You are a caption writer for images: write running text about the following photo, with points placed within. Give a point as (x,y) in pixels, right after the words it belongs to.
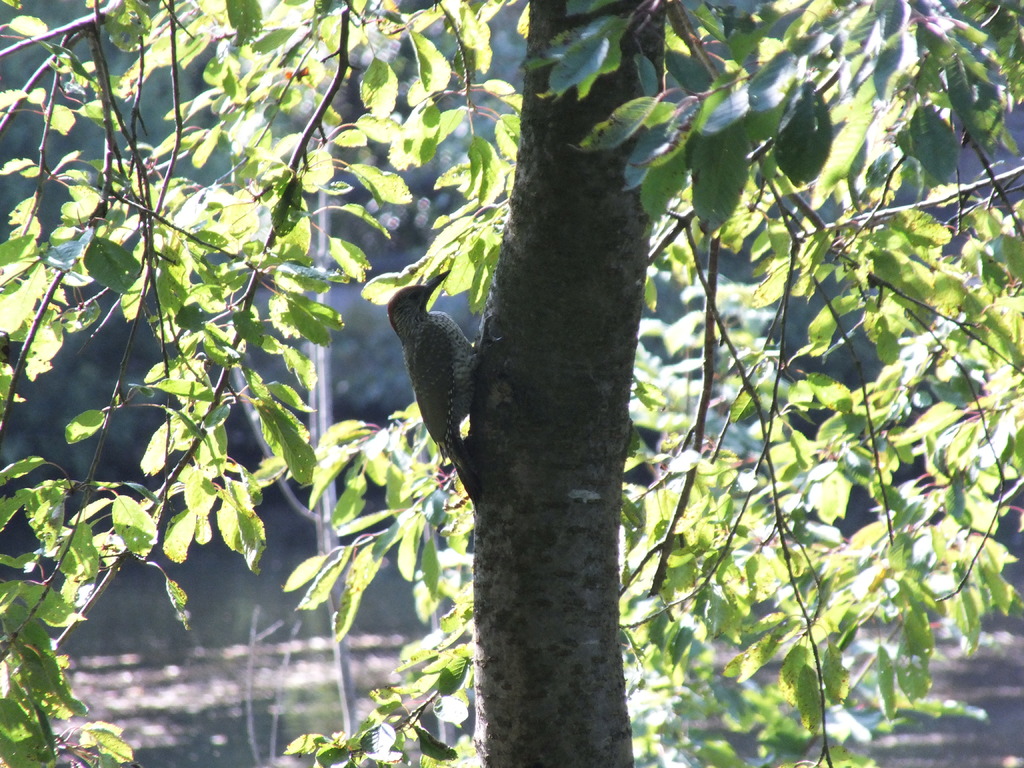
In this image I can see the bird (449,374) on the tree (520,241). In the background (185,657) I can see the water (165,646) and few more trees (288,321).
